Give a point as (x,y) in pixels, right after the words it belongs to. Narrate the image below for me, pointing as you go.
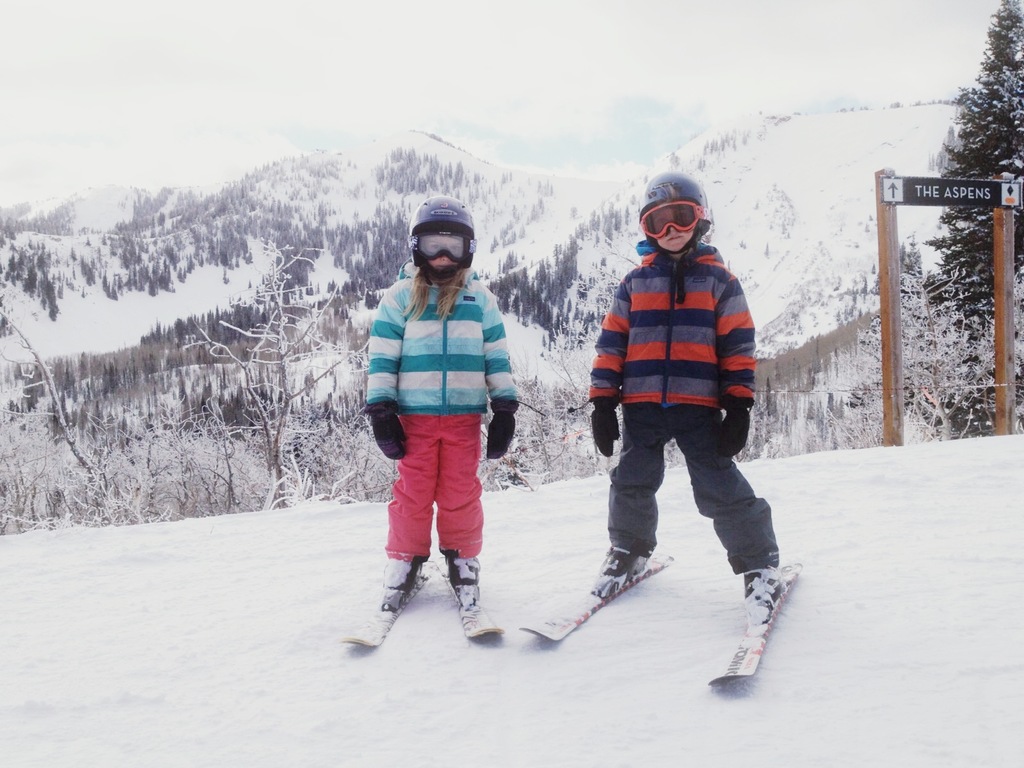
There are two children (624,309) in different color dresses (498,321) standing on the skis (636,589). Which are on the snow surface (891,591) of a hill (674,609). In the background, there are plants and trees (879,436) on the hill (1001,440), there are mountains (417,149) and there are clouds (512,40) in the sky (862,20).
